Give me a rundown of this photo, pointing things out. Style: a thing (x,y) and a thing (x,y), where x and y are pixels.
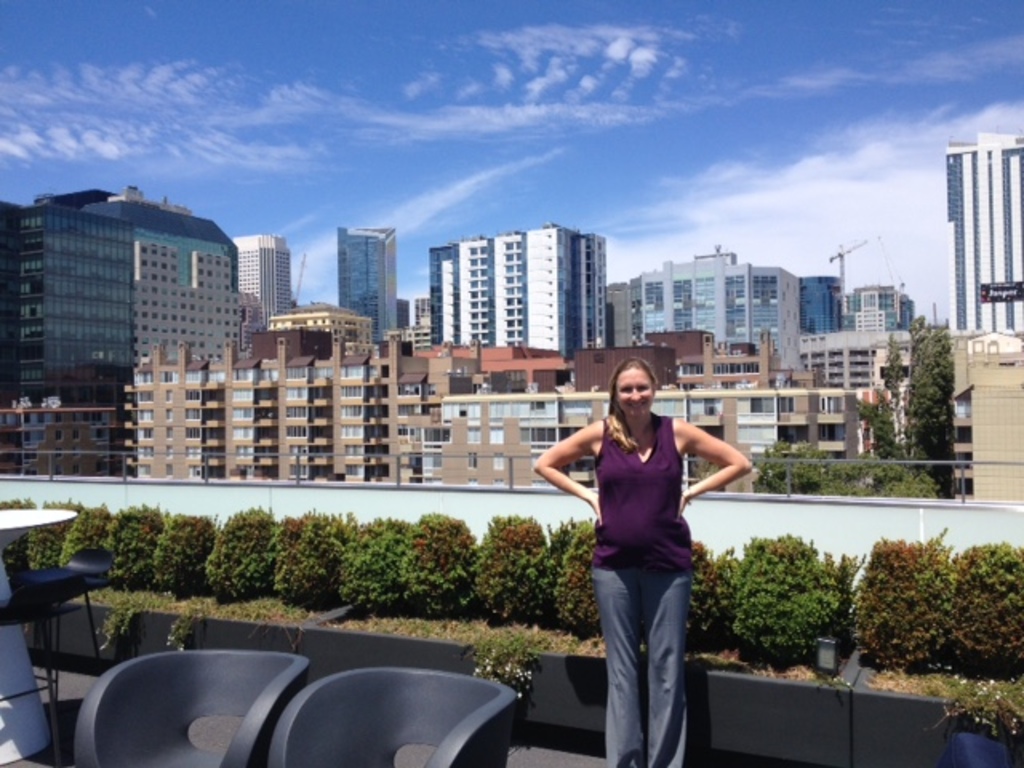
At the bottom of the image (284,728) there are two chairs (191,702). And there is a lady (614,677) standing and smiling. Behind her there are potted plants (554,537). Behind them there is a railing (399,508). In the background (167,449) there are buildings (167,449) and also there are trees (919,435). At the top of the image (590,130) there is sky (585,173). On the left side of the image (4,714) there is a table (20,702).
